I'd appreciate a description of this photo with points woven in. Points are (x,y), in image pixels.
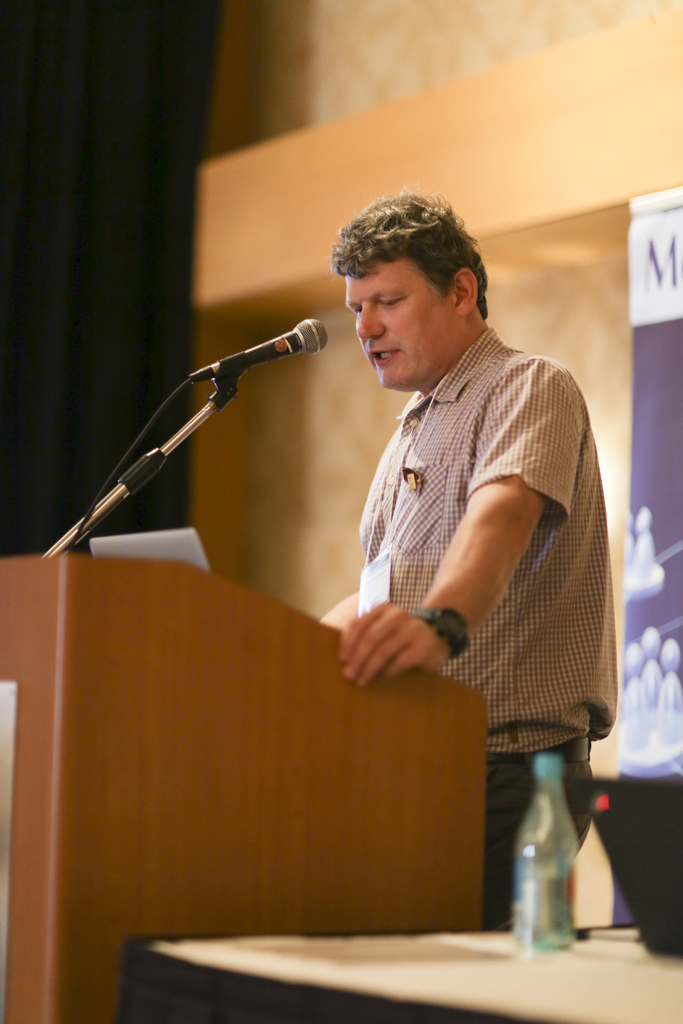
In this image, we can see a man (490,560) standing, there is a microphone (286,347), we can see bottle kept on the table (546,965), in the background (65,89) there is a black color curtain (26,325).
